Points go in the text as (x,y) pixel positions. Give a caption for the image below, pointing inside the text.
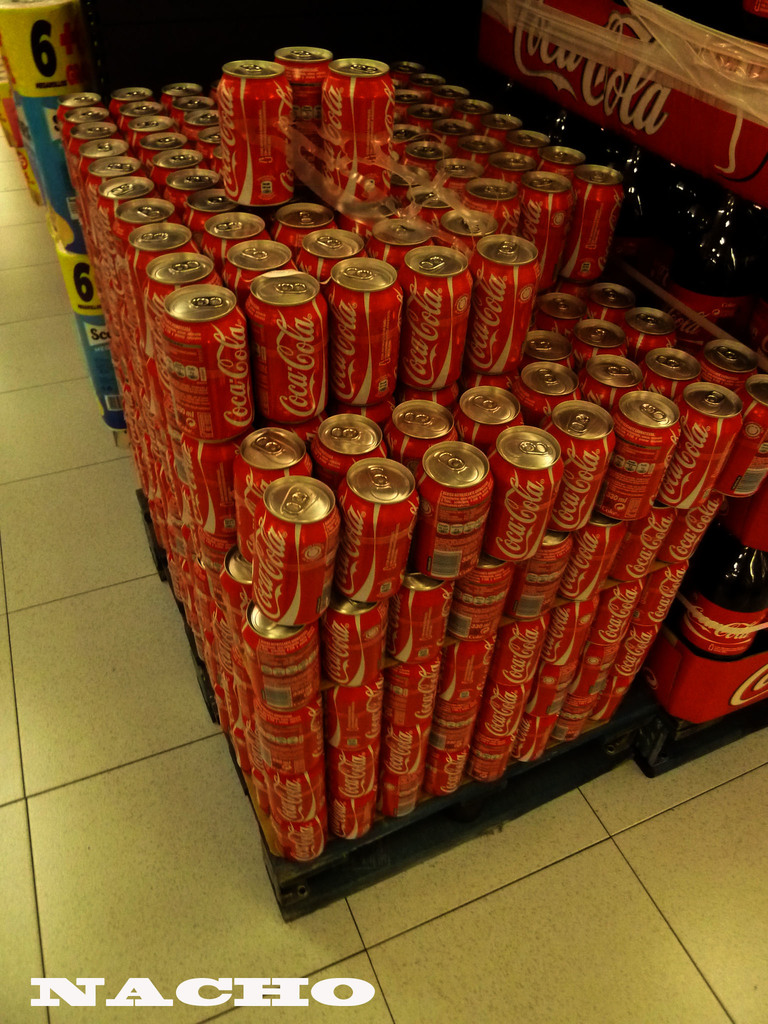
In this picture I can see so many coca cola tins (353,353) arranged in an order one upon the another, there are coca cola bottles (692,257) arranged in an order, and in the background (578,95) there are some items (23,150) and there is a watermark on the image.
